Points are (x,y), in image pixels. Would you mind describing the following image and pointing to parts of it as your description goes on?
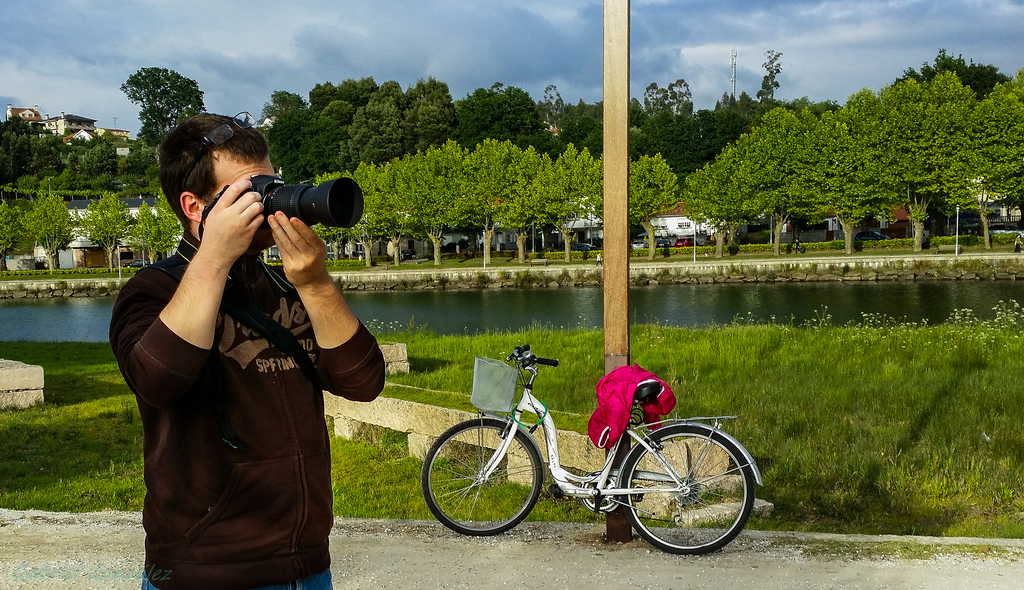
In this picture we can see a man (257,377), he is holding a camera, beside to him we can see a bicycle (646,402) and a pole (624,196), in the background (495,310) we can see water (545,317), few trees (724,214), vehicles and buildings (675,212).
